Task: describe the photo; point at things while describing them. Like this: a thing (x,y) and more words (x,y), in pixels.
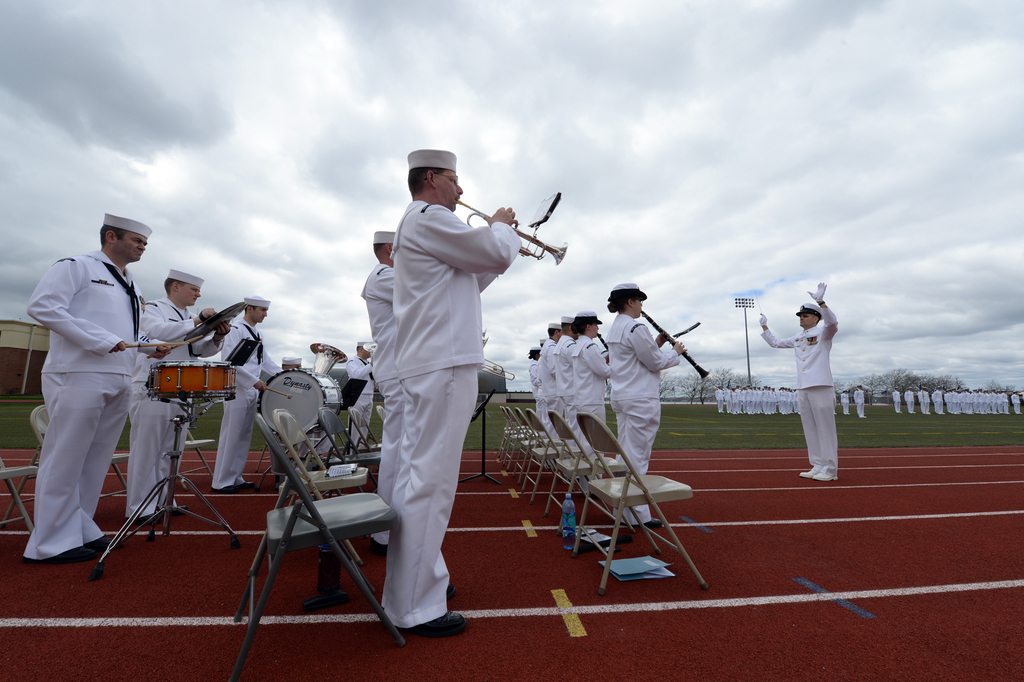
In this picture there are several people (92,440) dressed in white are playing musical instruments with chairs (317,460) behind them and there is also a guy (831,413) who is dressed in white and guiding these musicians (621,356). In the background (754,393) there are many people (754,393) dressed in white, standing over there.
